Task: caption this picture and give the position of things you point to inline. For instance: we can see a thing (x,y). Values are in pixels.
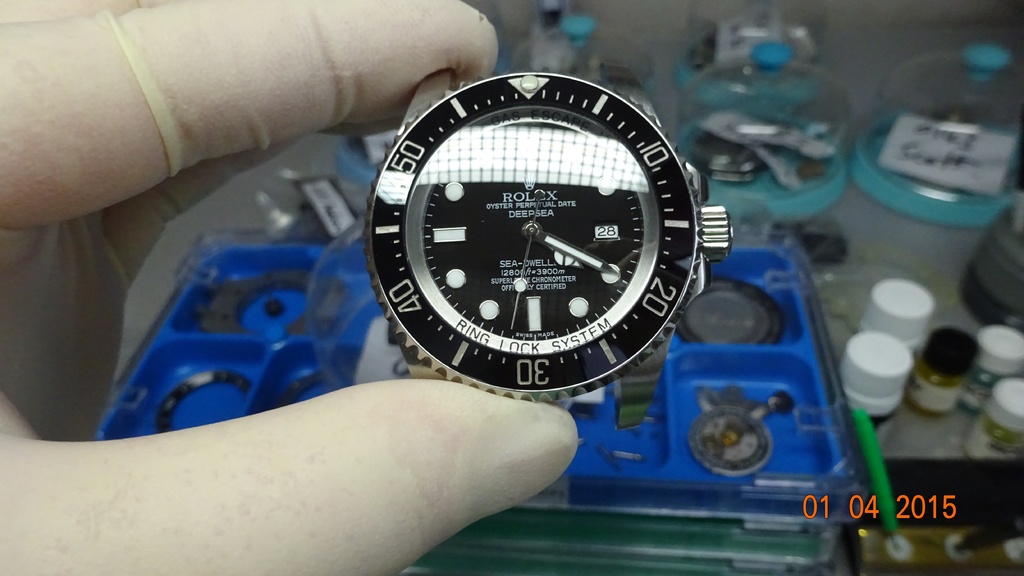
A human hand (6,37) is holding the Rolex watch (555,216), it is in black color.
